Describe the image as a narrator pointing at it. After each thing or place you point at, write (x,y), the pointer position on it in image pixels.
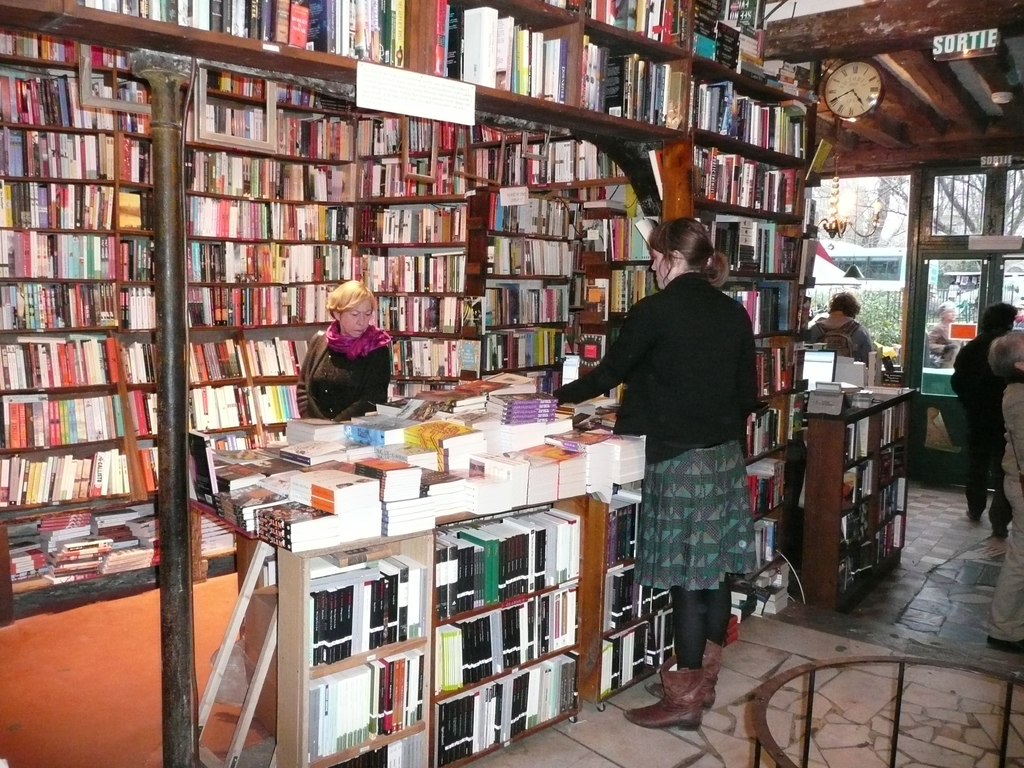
In this image we can see the book stall (417,172) with many books (479,666). We can also see the people (671,388) standing. We can see the clock (860,85), windows (951,179) and through the windows (886,309) we can see the plants (869,293), trees (953,198). We can also see the surface (953,620).
